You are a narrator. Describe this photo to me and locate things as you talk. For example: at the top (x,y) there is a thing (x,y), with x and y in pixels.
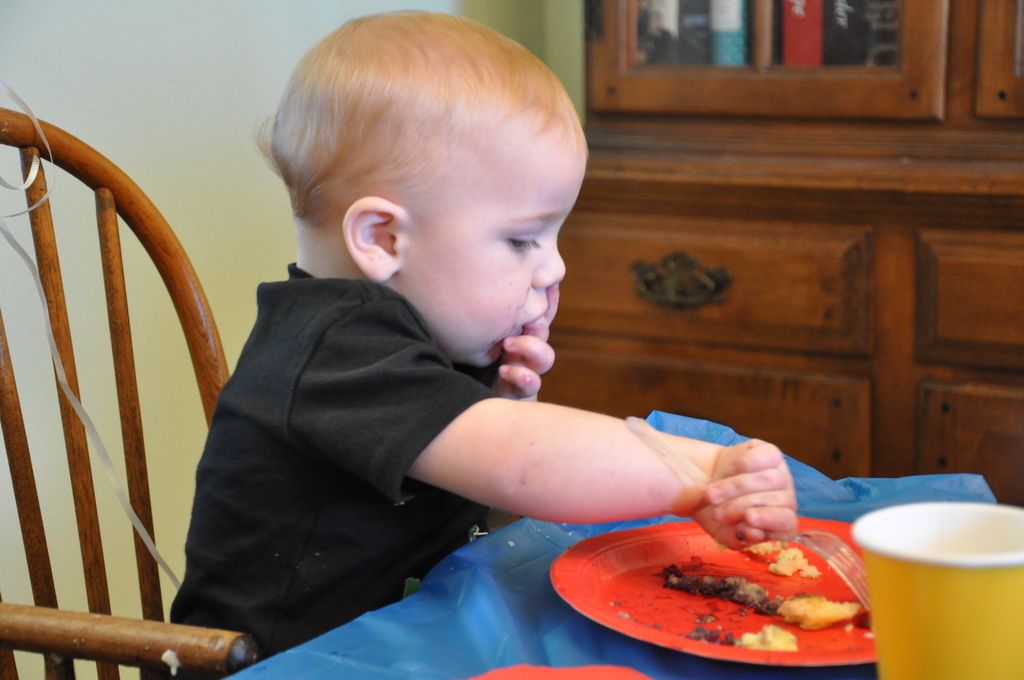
This kid (437,451) wore black t-shirt (352,490), sitting on chair (169,635) and holding a fork (821,535). On this table (448,641) there is a plate (611,617) with food (762,592) and cup (933,589). This is cupboard (645,208) and filled with books (796,23).
